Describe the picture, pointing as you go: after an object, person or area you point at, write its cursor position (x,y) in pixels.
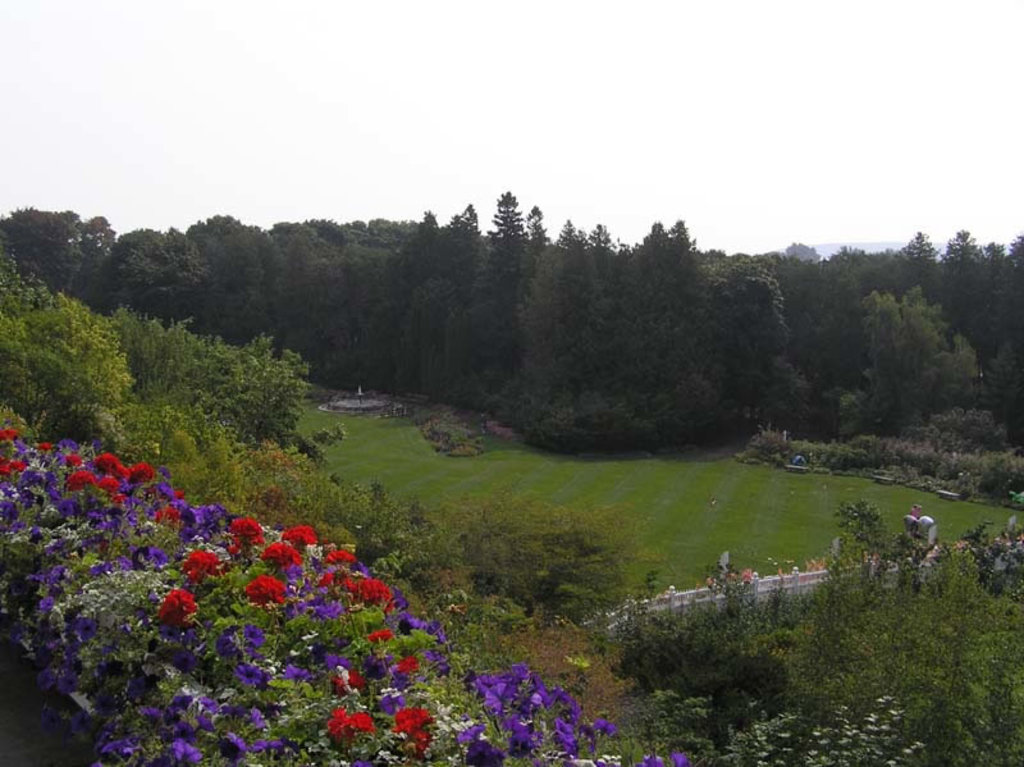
On the left side (228,603) there are flowering plants (123,514). Also there are trees (65,377). And there is a fencing (803,578). Also there is grass (525,459). In the background (486,290) there are trees (547,327) and sky (476,72).
